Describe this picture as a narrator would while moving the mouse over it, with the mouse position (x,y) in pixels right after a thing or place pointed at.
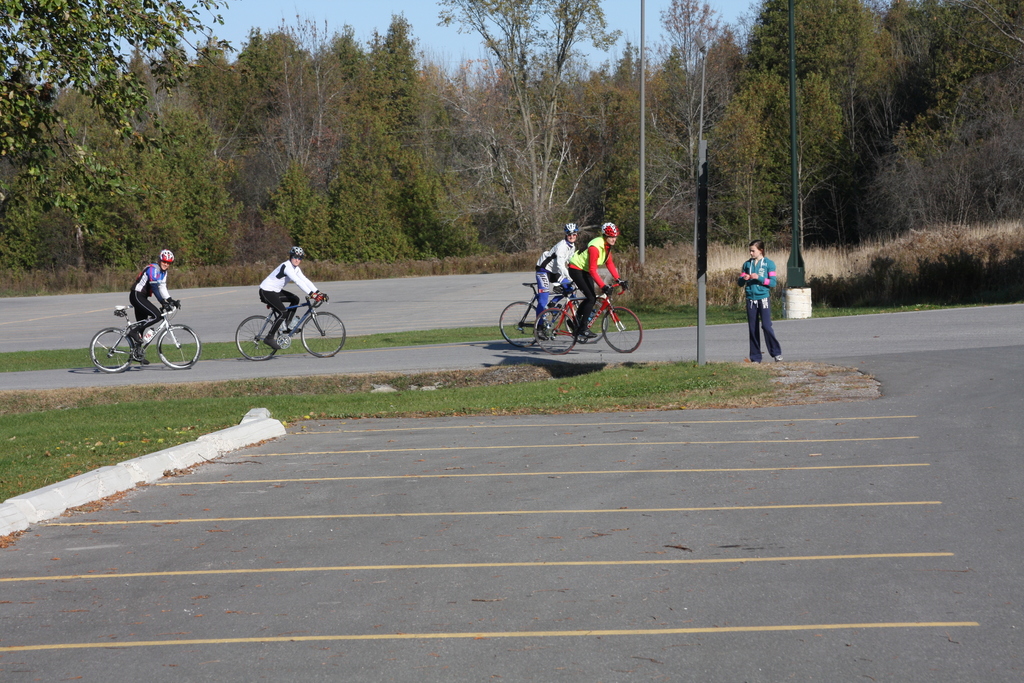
In this picture we see few people (275,323) riding bicycles (108,347) and they wore helmets (297,257) on their heads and a woman (758,344) standing on the road (819,343) and we see couple of poles (700,174) and trees (836,178) and a blue sky (265,17).
